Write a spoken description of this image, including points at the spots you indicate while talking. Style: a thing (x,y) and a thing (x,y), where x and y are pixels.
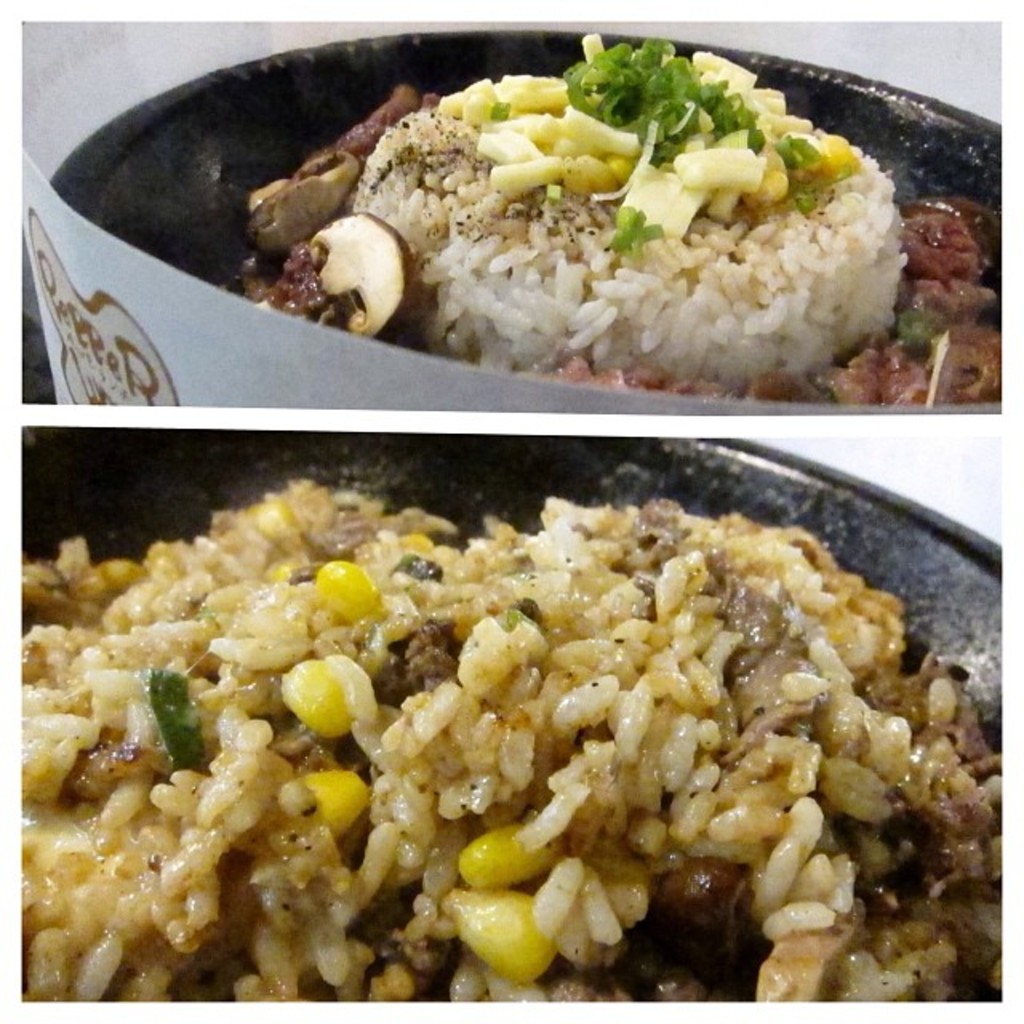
This image consists of food (512,548). In which there is rice (475,676) along with corn (353,801).
